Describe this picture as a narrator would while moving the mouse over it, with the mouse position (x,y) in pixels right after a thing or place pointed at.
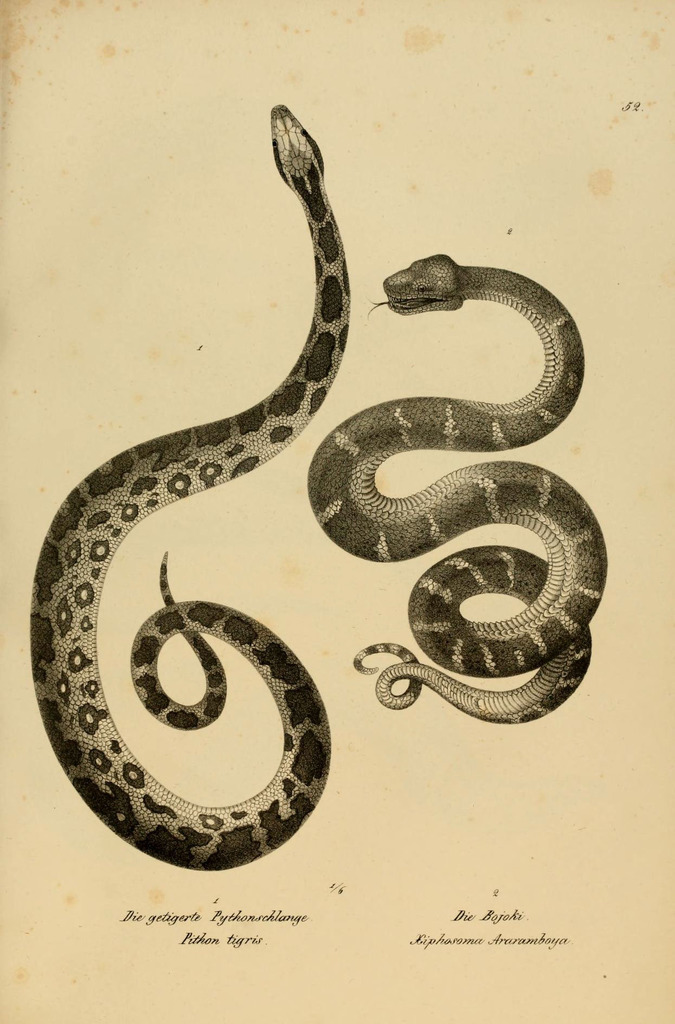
In this picture we can see the drawings (270,428) of snakes (152,471), words (257,943) and numbers (215,902) on the paper (377,892).
